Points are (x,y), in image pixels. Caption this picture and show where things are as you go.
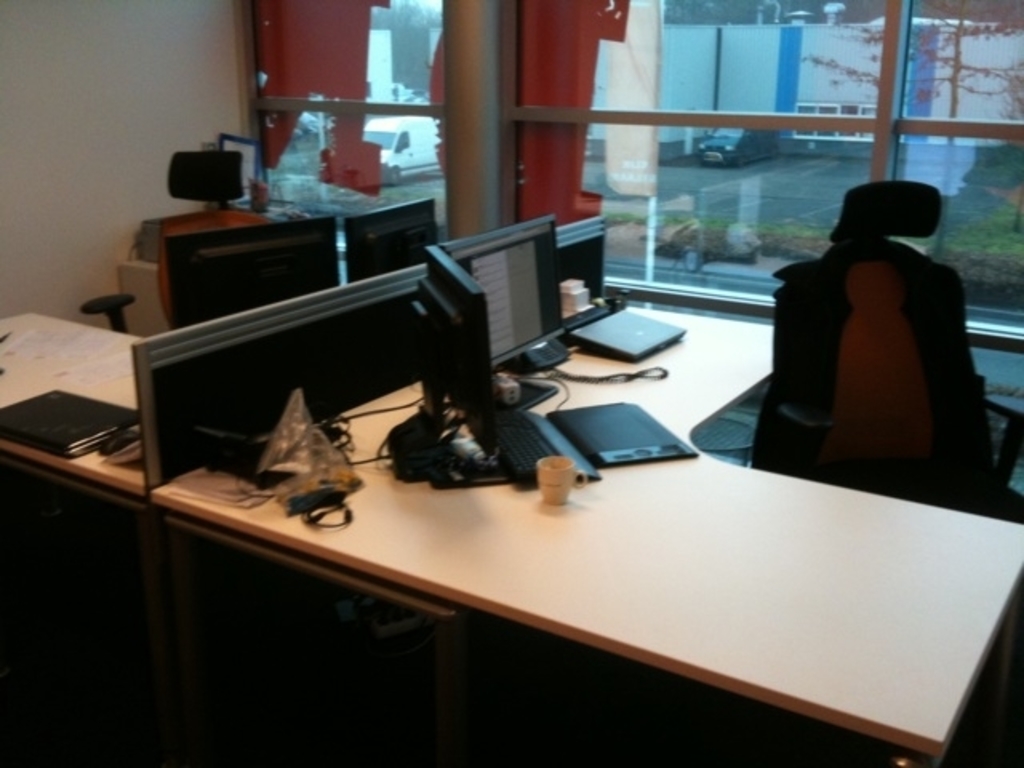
On this table (111,347) there are monitors (481,247), laptops (644,317), keyboard (537,448), telephone (526,361), cup (564,459) and things (301,428). Beside this table (419,402) there are chairs (792,290). Through this window (741,104) we can see vehicles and plants (1000,239).
